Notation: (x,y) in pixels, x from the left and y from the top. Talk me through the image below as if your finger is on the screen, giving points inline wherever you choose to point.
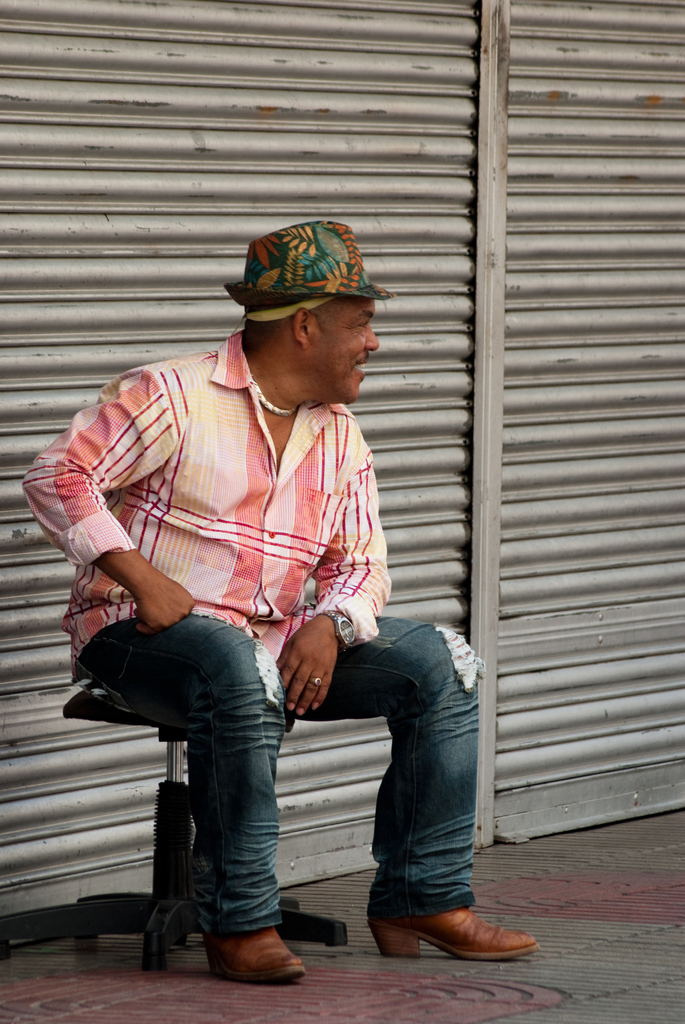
In this image in the foreground (232,458) there is one man (213,592) who is sitting on a chair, in the background (366,801) there are shutters (203,210). At the bottom (561,948) there is a walkway (558,939).
